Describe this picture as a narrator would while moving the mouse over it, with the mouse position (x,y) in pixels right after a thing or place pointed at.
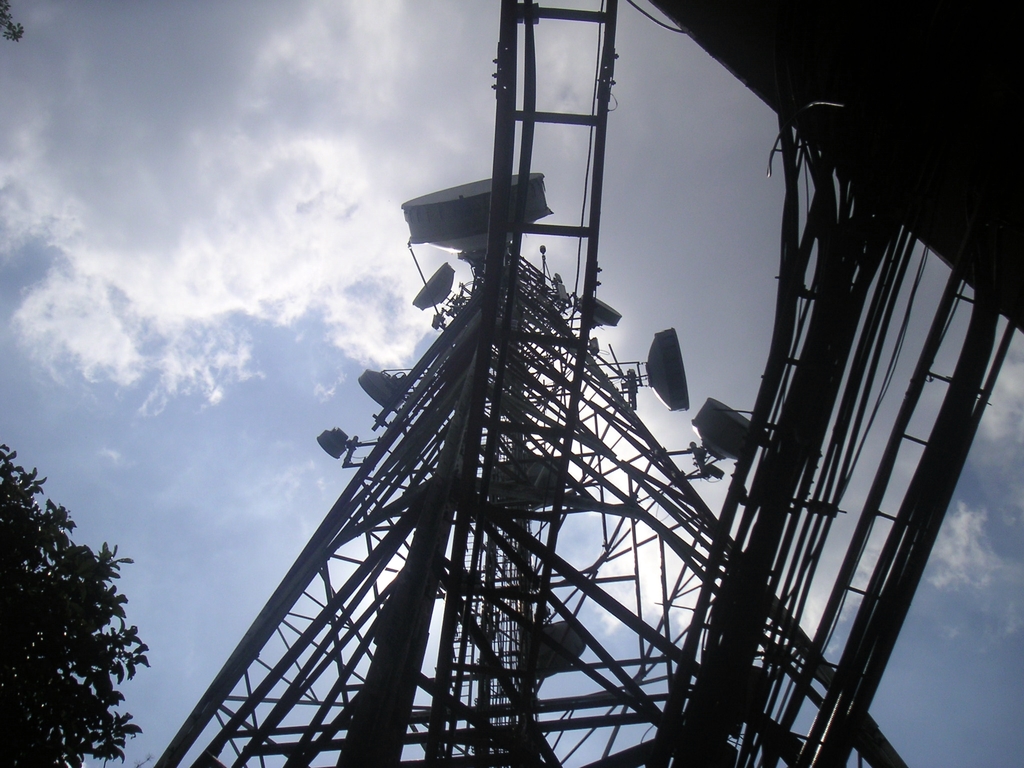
Here is a sky (308,113) and so cloudy on left side (52,562) we can see a tree (32,580) and here is a tower (417,417), wires (818,495) and rods (826,332) attached to it and here is a ladder (603,68).
